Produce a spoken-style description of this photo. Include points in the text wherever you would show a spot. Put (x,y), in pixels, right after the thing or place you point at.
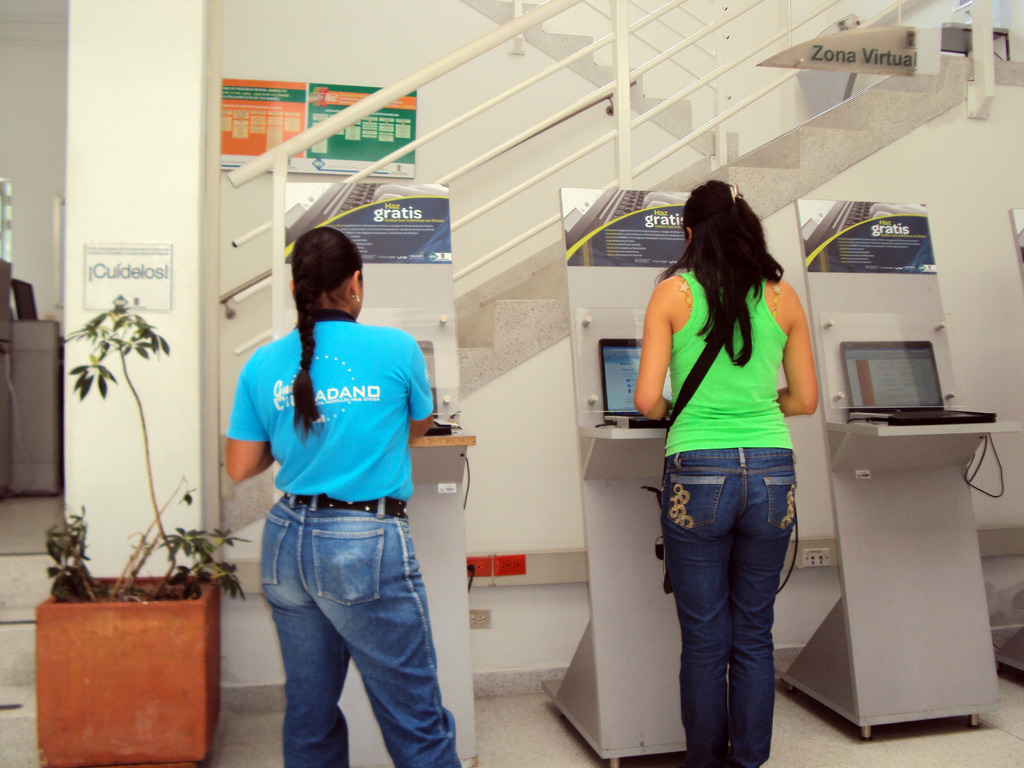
In the center of the image (390,480) two ladies (755,298) are standing and operating the laptop (612,407). In the background of the image (430,468) we can see the stands (577,409), laptops (614,349), pillar (203,306), stairs (740,107), pot (155,615), plant (165,344), boards (164,287), wall (972,234) are there. On the left side of the image (35,408) we can see a machine (35,371) is there. At the bottom of the image (558,724) floor (551,740) is there.
